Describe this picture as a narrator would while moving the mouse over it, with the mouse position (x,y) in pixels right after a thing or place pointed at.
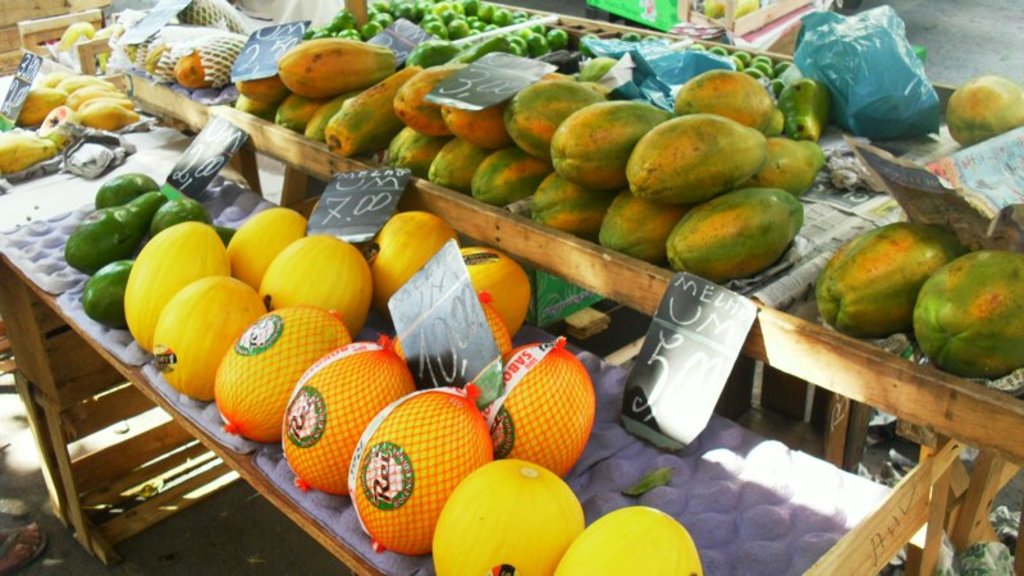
In this image there are tables (522,254) and we can see fruits (356,111) placed on the tables (176,93). There are boards (687,371) and covers (668,68).
